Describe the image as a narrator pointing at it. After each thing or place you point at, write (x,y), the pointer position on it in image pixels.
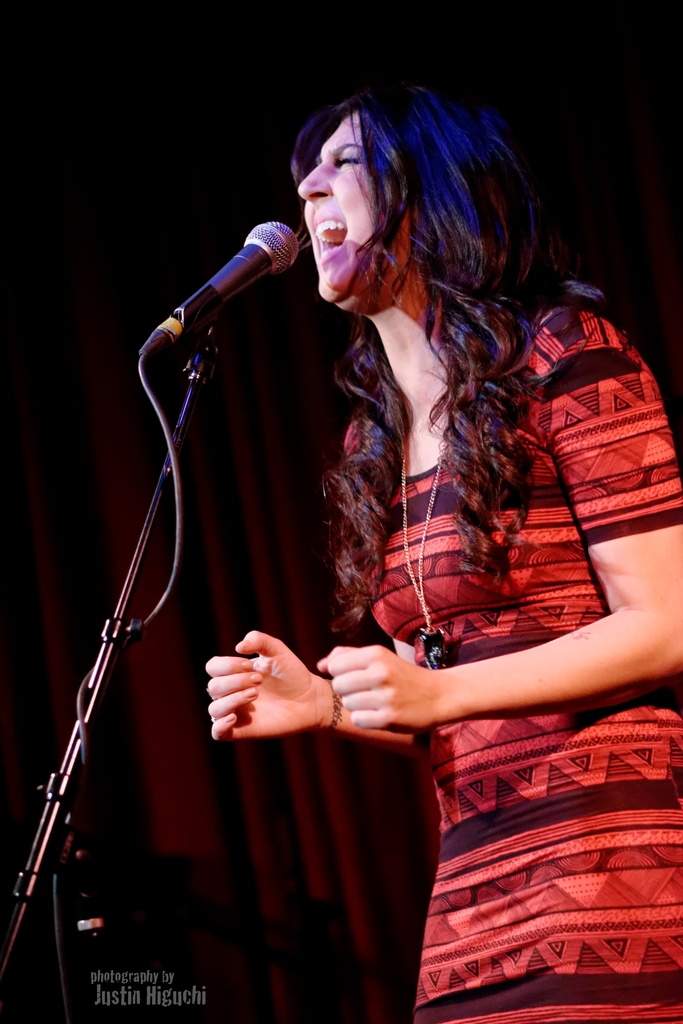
In this picture we can see a woman (512,583) is standing and singing a song. In front of the woman (330,272) there is a microphone (218,298) with stand (205,348) and a cable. Behind the woman (451,666) there is the curtain (230,763). On the image there is a watermark (124,985).
